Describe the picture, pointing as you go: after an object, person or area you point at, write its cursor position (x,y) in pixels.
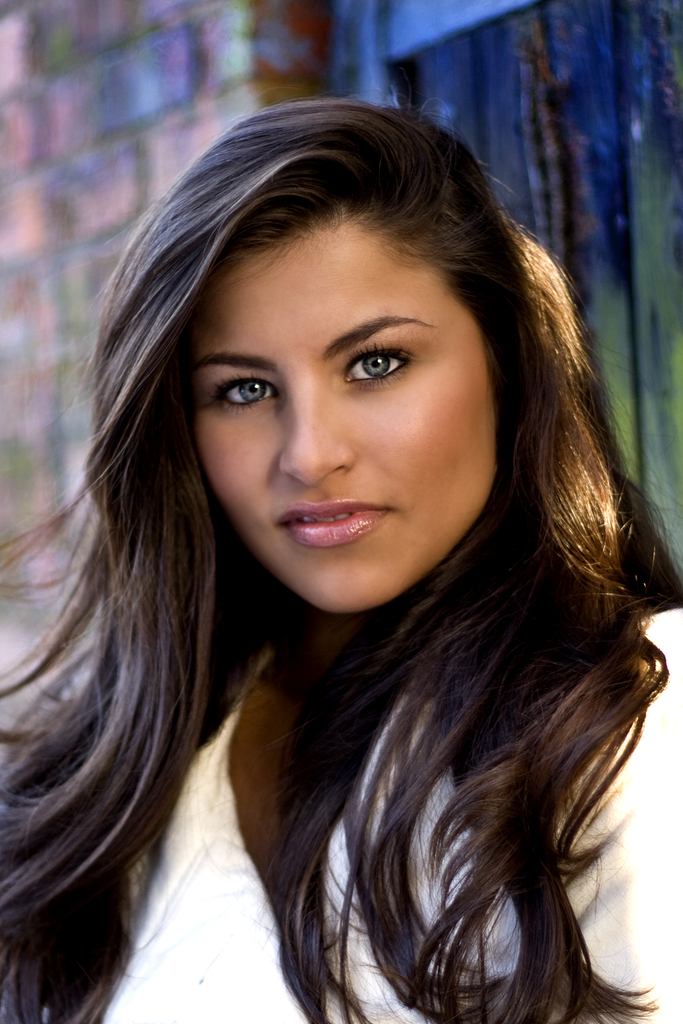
There is a woman (333,717) in the middle of this image (347,535). We can see a wall (122,151) in the background (262,106).
